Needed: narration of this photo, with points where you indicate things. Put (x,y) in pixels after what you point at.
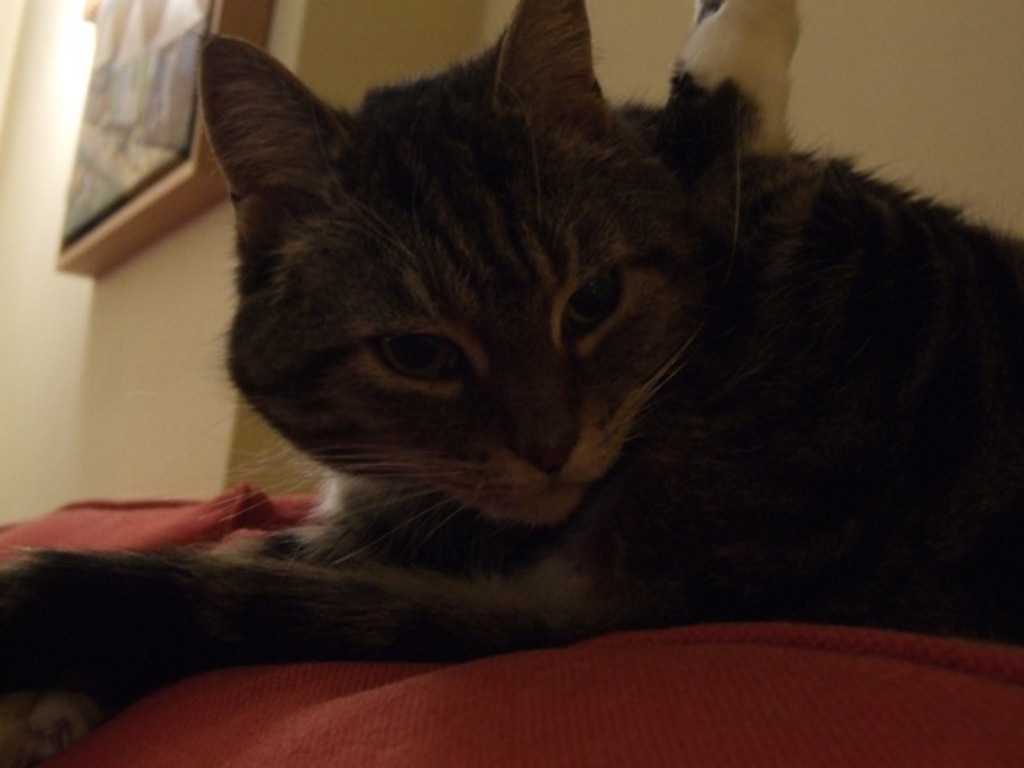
In this image we can see a cat (483,288) on a cloth (332,704). In the background (166,152) there is a frame (201,154) on the wall (646,81).
